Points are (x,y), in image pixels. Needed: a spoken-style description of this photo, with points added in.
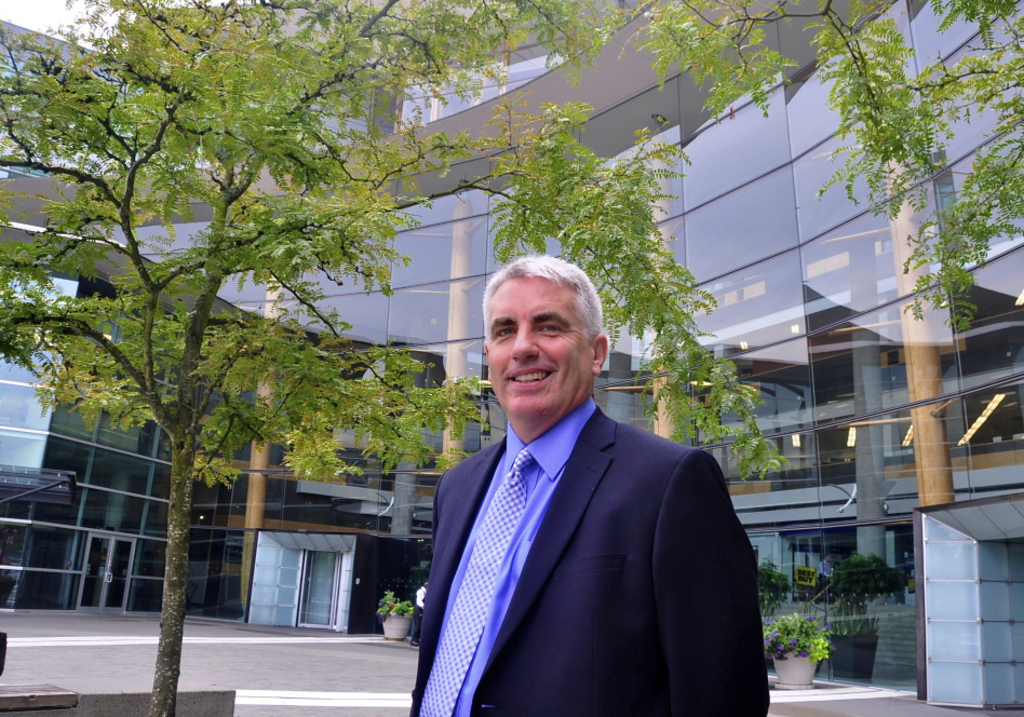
In this image there is a person (604,670) wearing suit (604,670) and tie (451,655). A person (421,609) is standing on the floor (399,657). Beside him there is a pot (395,630) having a plant (390,598) in it. Right side (795,658) there is a pot (794,673) having a plant (777,649) in it. Left side (305,364) there is a tree (238,315). Behind there is a building (246,493) having doors (326,572).
